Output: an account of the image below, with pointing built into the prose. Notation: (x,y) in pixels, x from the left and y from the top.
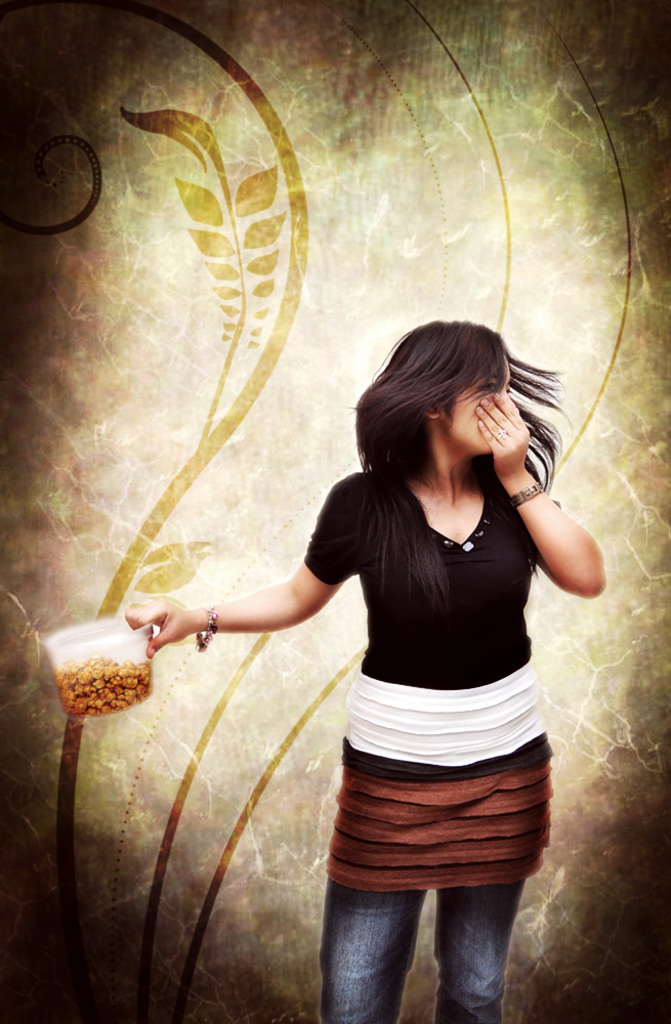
In the image there is a woman (385,716) in black t-shirt (413,587) and jeans (470,924) holding a mug (111,645) with food (115,679) in it and behind her there is graphic design (262,368).
